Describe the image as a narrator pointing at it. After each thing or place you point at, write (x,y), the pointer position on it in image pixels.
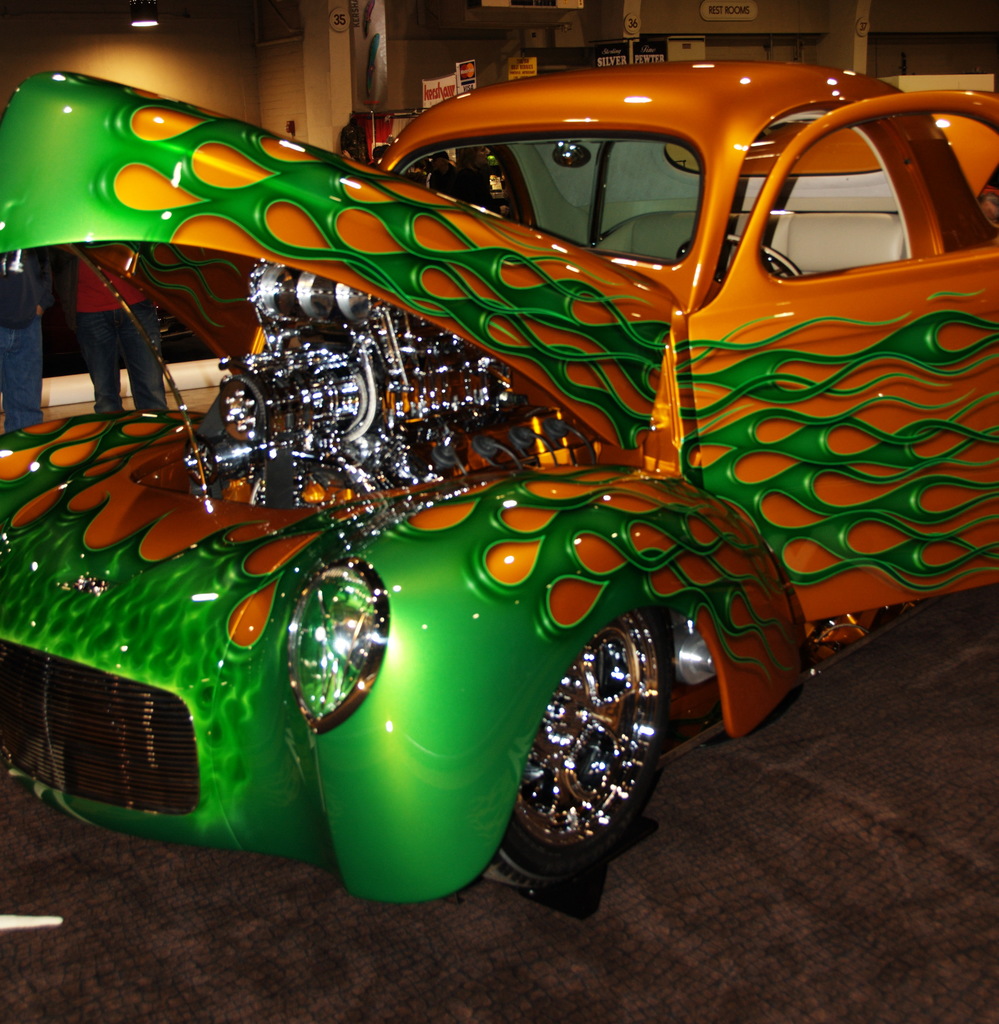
In this image in the center (469,676) there is one car (701,555) and an engine (276,370), in the background (90,350) there are two persons (78,314) who are standing. And on the top of the image (888,62) there are some doors (896,53) and lights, at the bottom (323,911) there is a floor (766,829).
